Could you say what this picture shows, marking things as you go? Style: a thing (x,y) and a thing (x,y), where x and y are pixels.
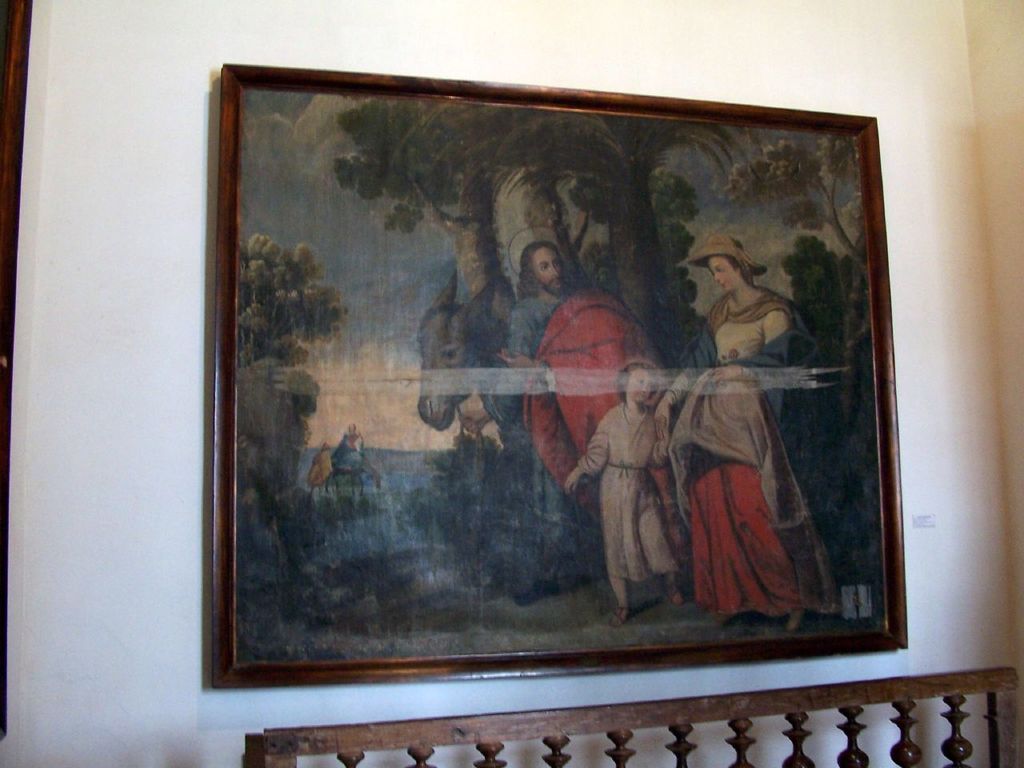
In this image we can see a painting (542,273) is attached to white color wall (102,562).
